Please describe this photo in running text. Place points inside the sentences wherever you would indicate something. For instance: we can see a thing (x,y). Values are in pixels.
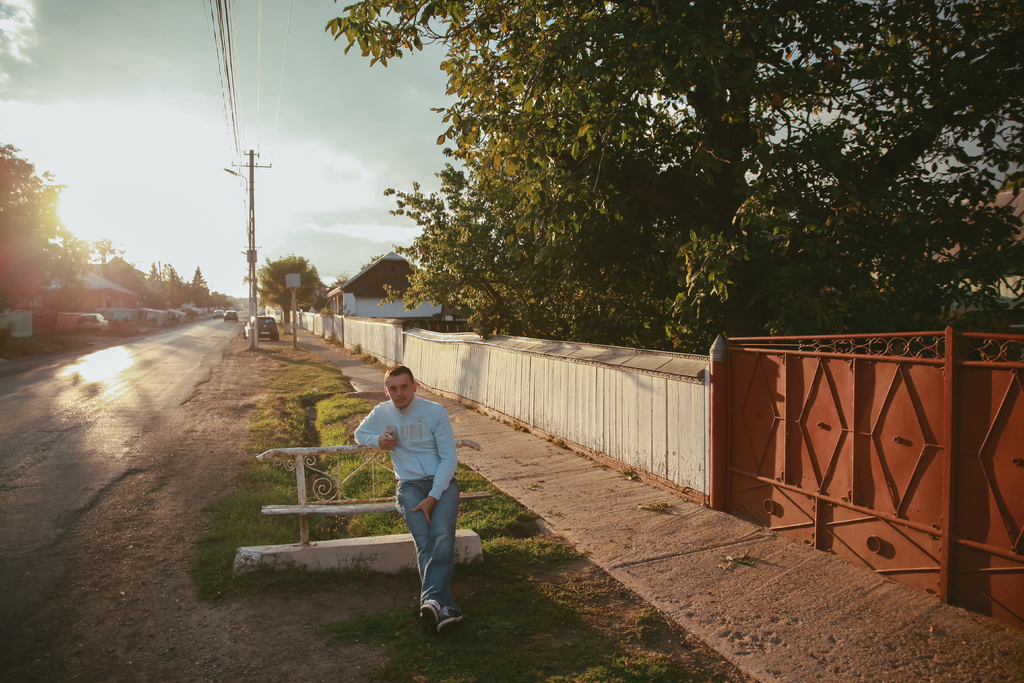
In the foreground of the picture (433,502) there are trees (737,316), gate (862,455), wall (558,380), footpath (802,602), bench (348,511), person (430,467), grass (293,498) and road (57,429). In the background (61,279) there are trees (19,283), cars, current pole (247,248), cables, houses (356,306), boards (291,277) and other objects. Sky (100,47) is sunny.
